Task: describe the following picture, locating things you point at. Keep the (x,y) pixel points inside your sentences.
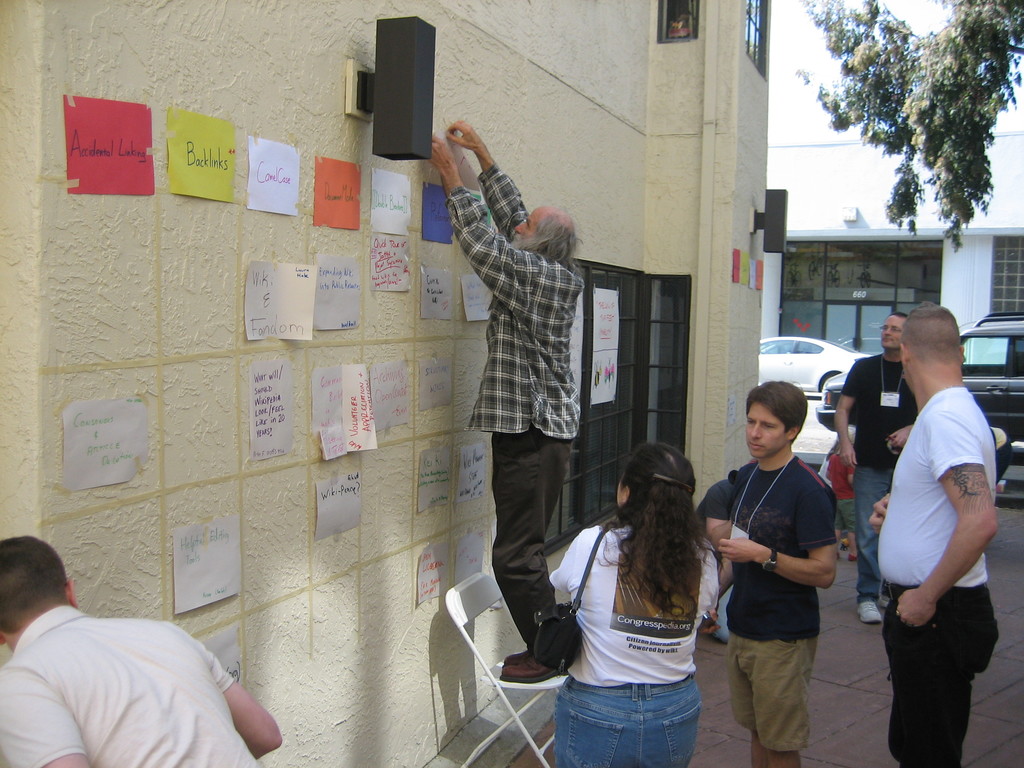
Here we can see a group of people (901,383) standing in front of a wall (399,327) and the old man (551,437) in the middle (555,463) is standing on a chair (470,591) and sticking posters (330,327) to the wall (419,277) and behind them we can see cars (962,330), building (850,231) and trees (892,147) present.
